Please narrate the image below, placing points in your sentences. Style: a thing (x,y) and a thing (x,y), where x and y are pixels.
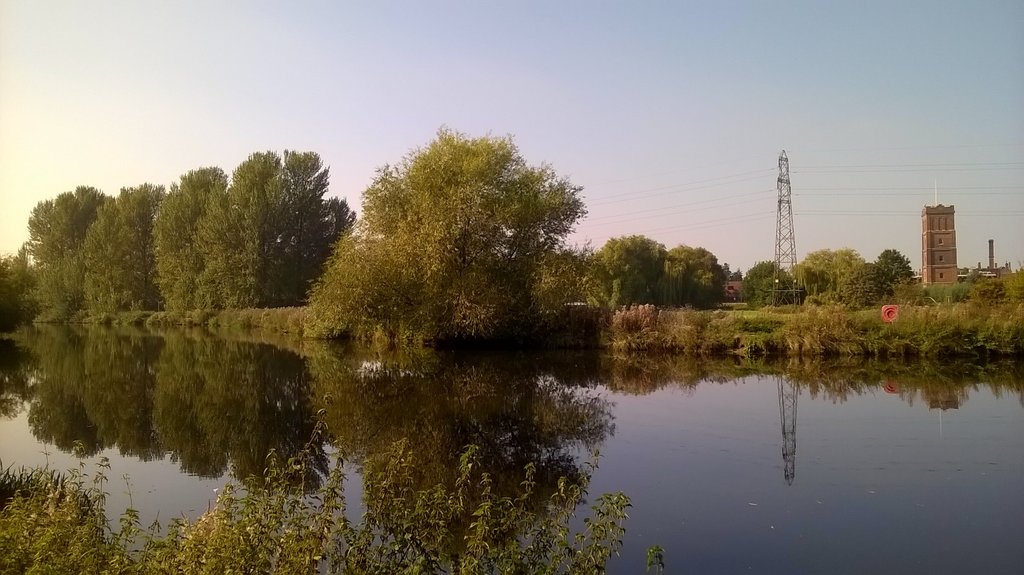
In this image in the front (391,514) there are leaves (344,518). In the center (667,372) there is water (457,391). In the background (468,234) there are trees (612,258) and there are towers (934,265).
